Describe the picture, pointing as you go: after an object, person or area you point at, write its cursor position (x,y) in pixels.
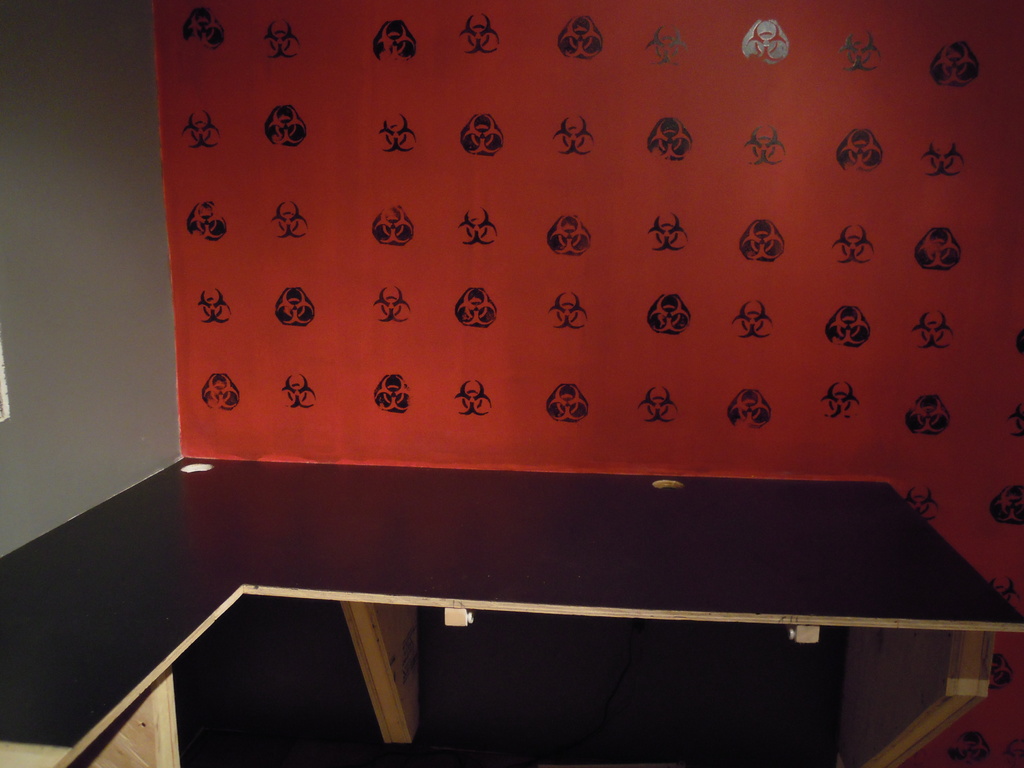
In this picture we can see a wooden platform (432,544). On the left side of the picture (79,379) we can see a wall (52,216) painted with a grey paint (86,222).
